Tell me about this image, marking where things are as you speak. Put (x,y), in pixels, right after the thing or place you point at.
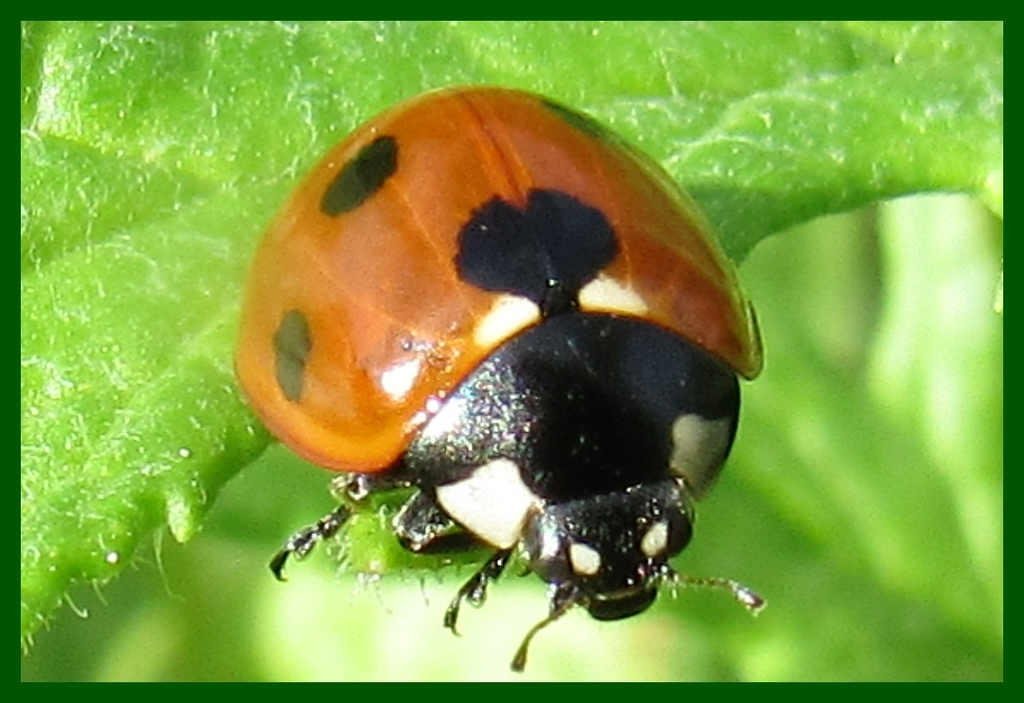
There is a bug (543,330) on a leaf (605,48).
